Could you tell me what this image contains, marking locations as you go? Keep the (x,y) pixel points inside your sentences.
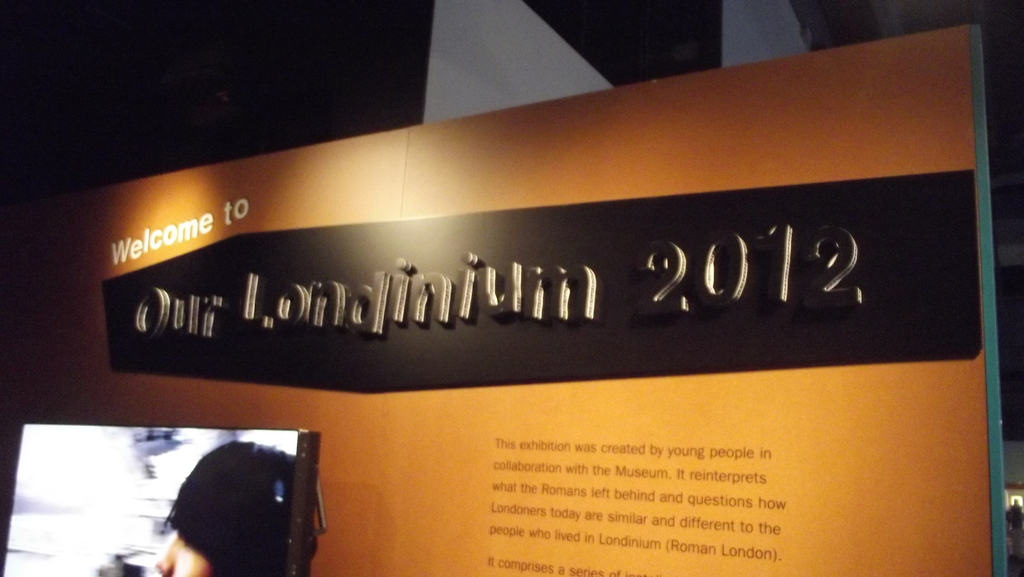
In this picture we can see a monitor (151,531) and behind the monitor (176,481) there is a board (597,283). Behind the board (244,282) there is a dark background (363,52).
